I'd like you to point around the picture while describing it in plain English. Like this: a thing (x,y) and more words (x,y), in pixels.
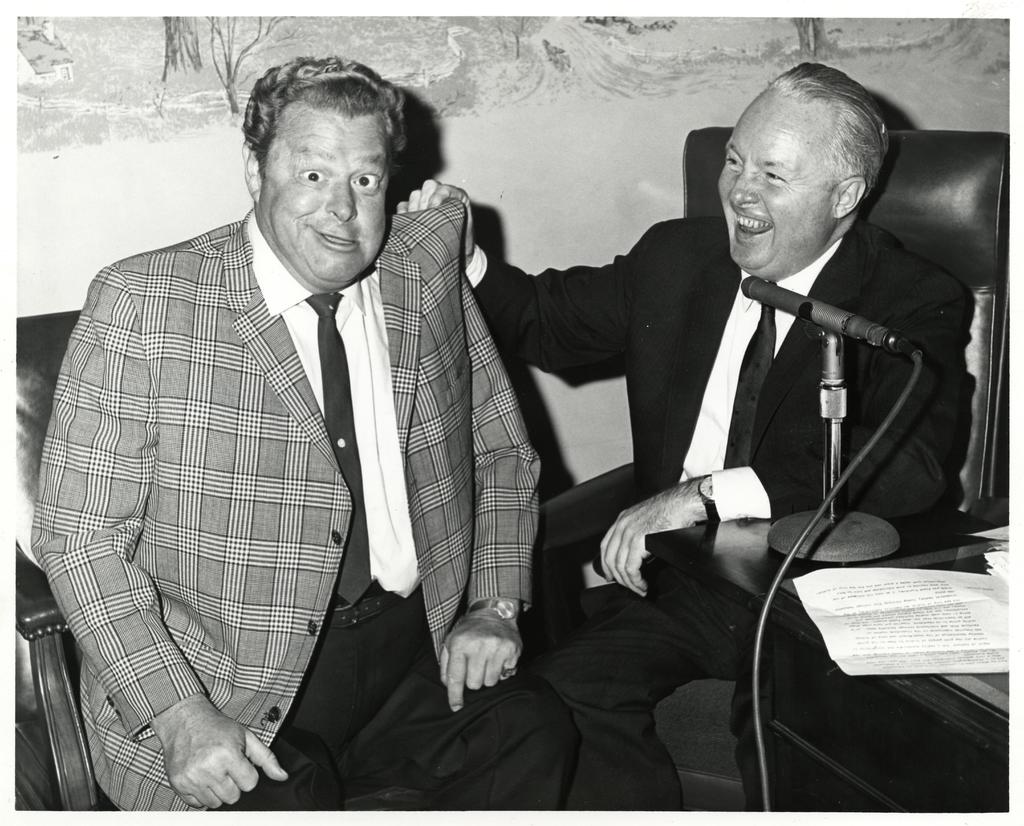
In the picture we can see two men (468,507) are sitting on the chairs (988,369) and one man (946,400) is keeping his hand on the other man's shoulder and laughing near the desk (980,551) above it, we can see a microphone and some papers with some information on it and in the background (58,160) we can see a wall (710,107) with some painting (722,63) on it.
